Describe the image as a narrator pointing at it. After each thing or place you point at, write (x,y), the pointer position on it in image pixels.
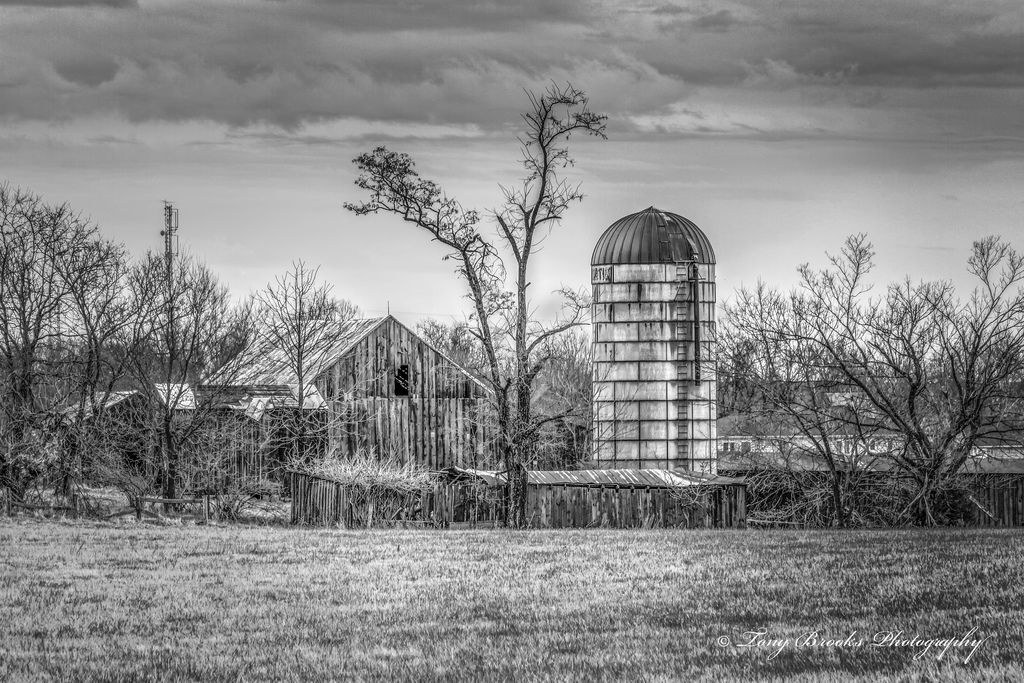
In this image I can see few trees (562,405), buildings (690,446), at top (406,78) I can see sky (405,67) and the image is in black and white.
